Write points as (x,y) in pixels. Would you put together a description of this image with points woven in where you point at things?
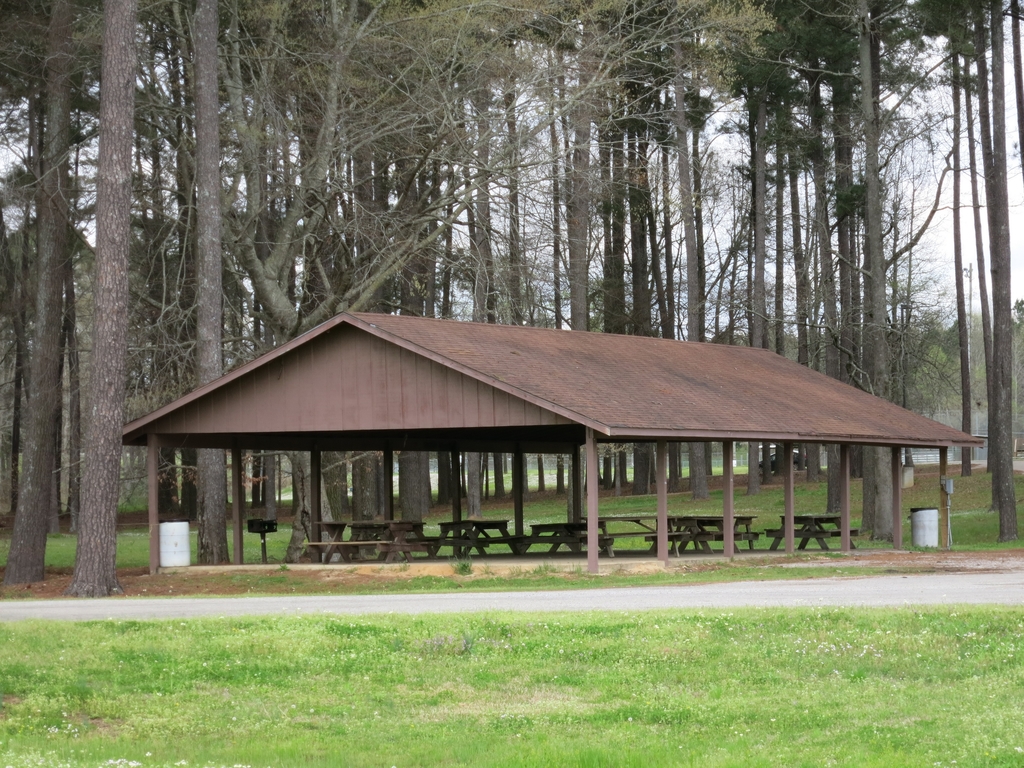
In this image I can see few trees (638,279), pole (240,467), shed (520,342), few tables (372,523) and benches (609,534). I can see few white color objects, grass (926,503) and the sky (969,262) is in white color.
